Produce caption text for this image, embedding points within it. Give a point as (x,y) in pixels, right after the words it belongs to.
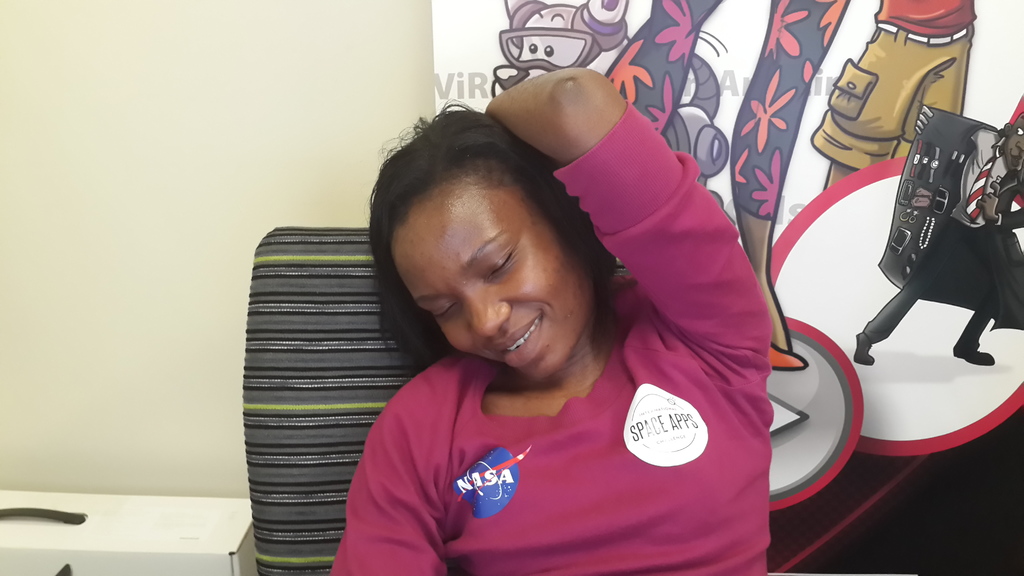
In this image there is a woman (426,347) sitting in a chair (356,389) is having a smile on her face (441,257), behind the woman (615,280) there is a wall (117,377).
